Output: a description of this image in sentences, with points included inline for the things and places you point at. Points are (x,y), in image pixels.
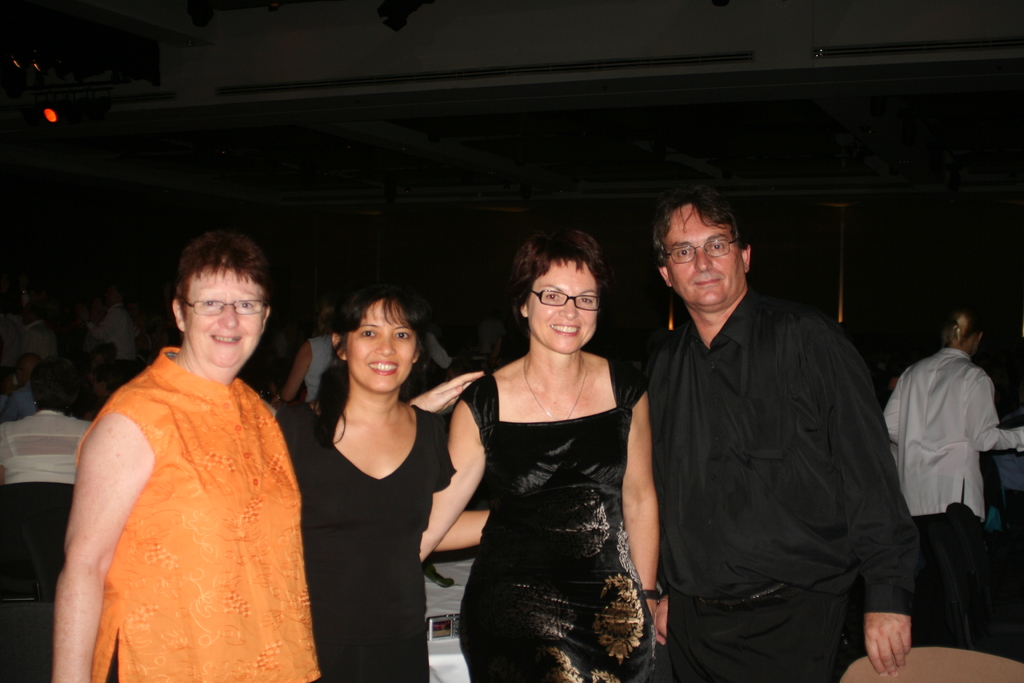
In this image there are four people (237,401) standing together and smiling at the back (975,399) there are so many other busy people (975,399).
